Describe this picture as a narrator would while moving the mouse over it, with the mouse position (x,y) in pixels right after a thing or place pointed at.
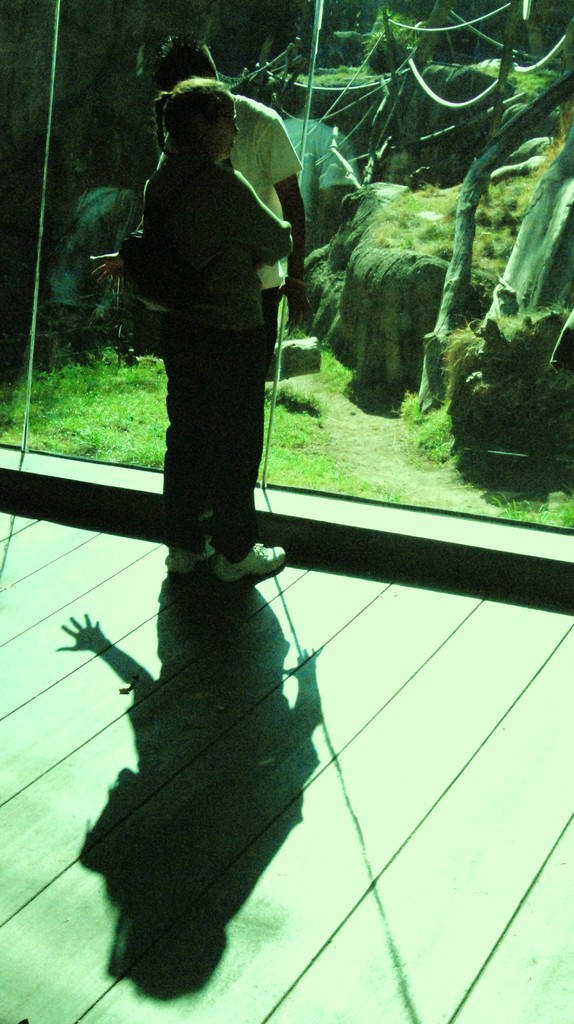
In this image, there are two persons (206,312) standing and there is a shadow (216,631) on the floor (296,629).
